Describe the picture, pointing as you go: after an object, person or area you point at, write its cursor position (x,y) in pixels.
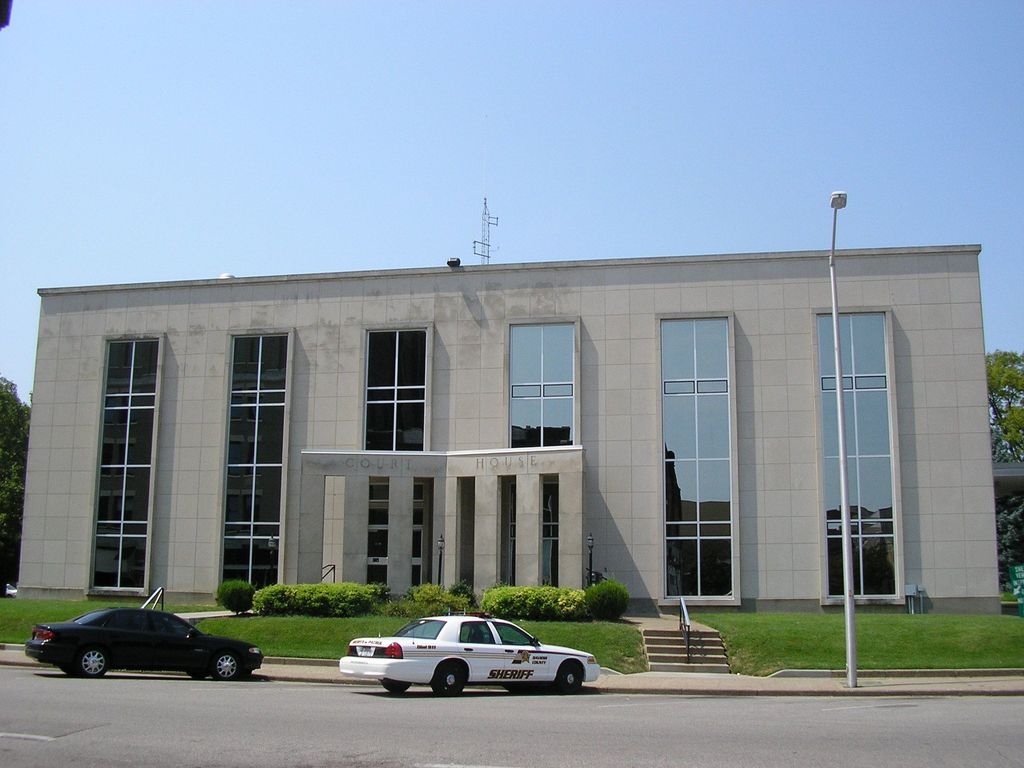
In this picture we can see two cars (362,662) in the front (455,647), in the background (560,525) there is a building (623,436), we can see glasses (831,416) of the building (312,405), there are some shrubs (598,604), grass (728,630) and stairs (724,664) in the middle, on the right side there is a pole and a light (838,193), we can see trees (991,432) on the right side (1008,394) and left side (8,416), we can see the sky (356,179) at the top of the picture (353,142).
